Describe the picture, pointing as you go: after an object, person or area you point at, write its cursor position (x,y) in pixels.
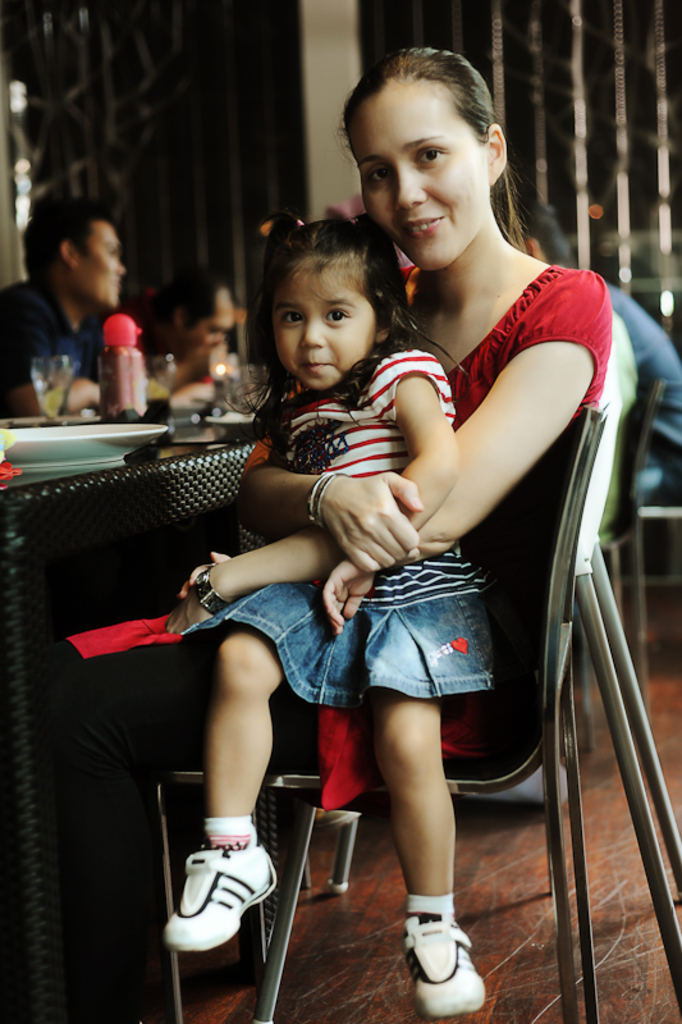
there is a woman (147,880) sitting holding a baby (307,318) on the chair (550,719) beside her there are so many men (668,425) sitting.
